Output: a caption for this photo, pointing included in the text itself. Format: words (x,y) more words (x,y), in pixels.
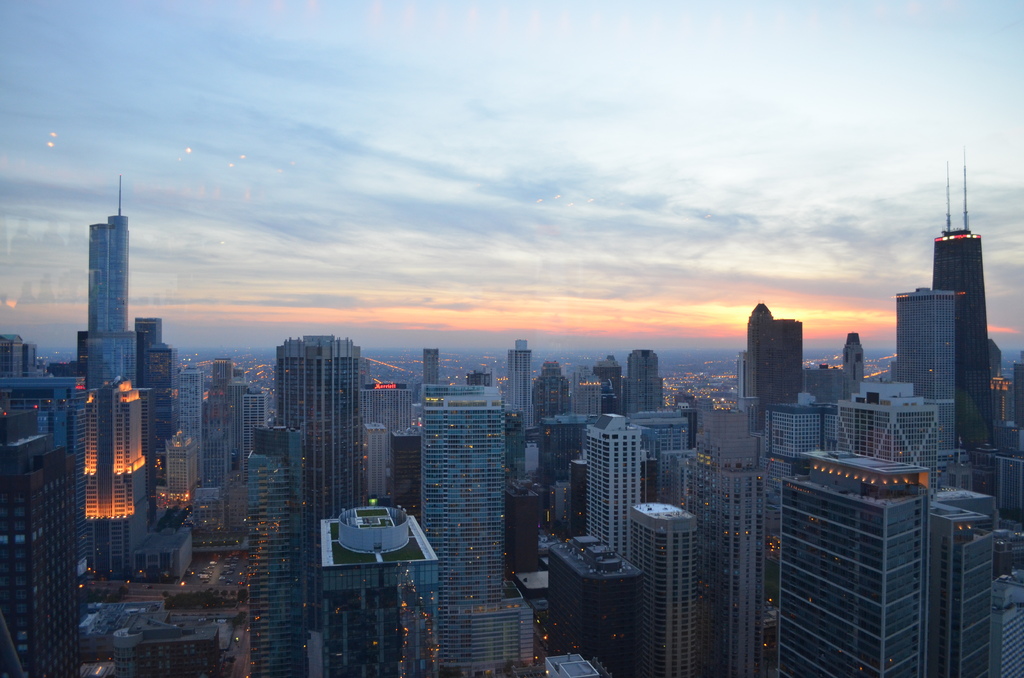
In this picture there are buildings (960,267) and lights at the bottom side of the image (304,553) and there is sky (178,269) at the top side of the image (315,69).
